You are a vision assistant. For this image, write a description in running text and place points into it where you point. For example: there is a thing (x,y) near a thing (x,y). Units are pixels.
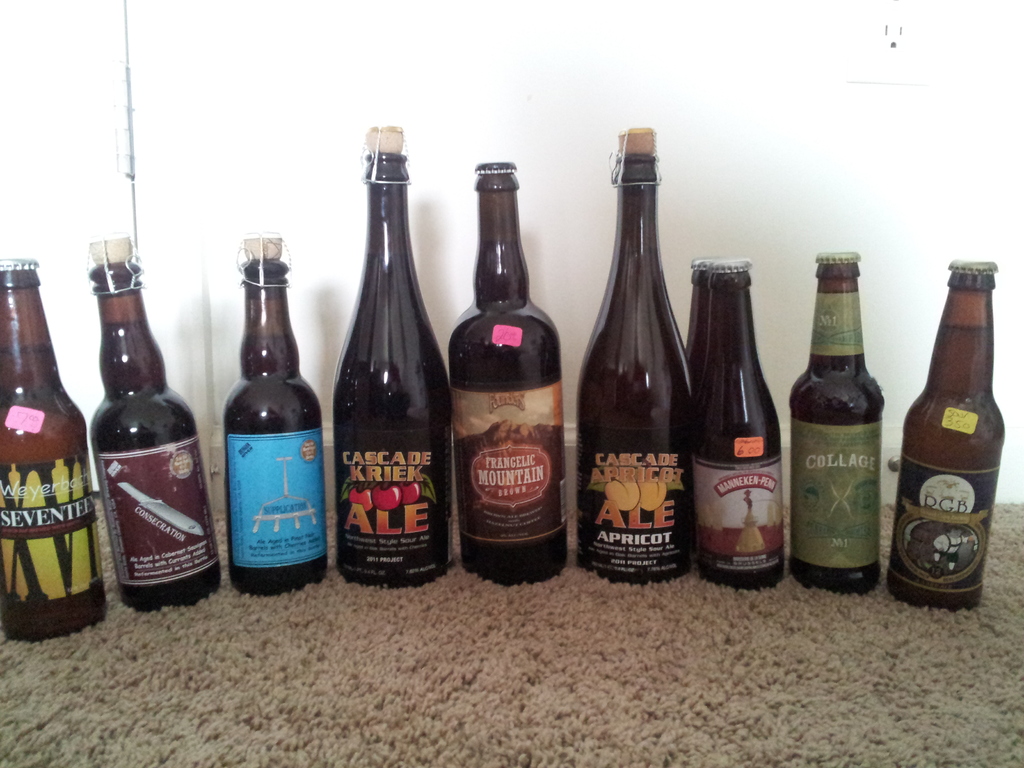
In the image we can see beer bottles (877,421) on the carpet (607,693). In the background (865,152) there is a wall (469,84).
